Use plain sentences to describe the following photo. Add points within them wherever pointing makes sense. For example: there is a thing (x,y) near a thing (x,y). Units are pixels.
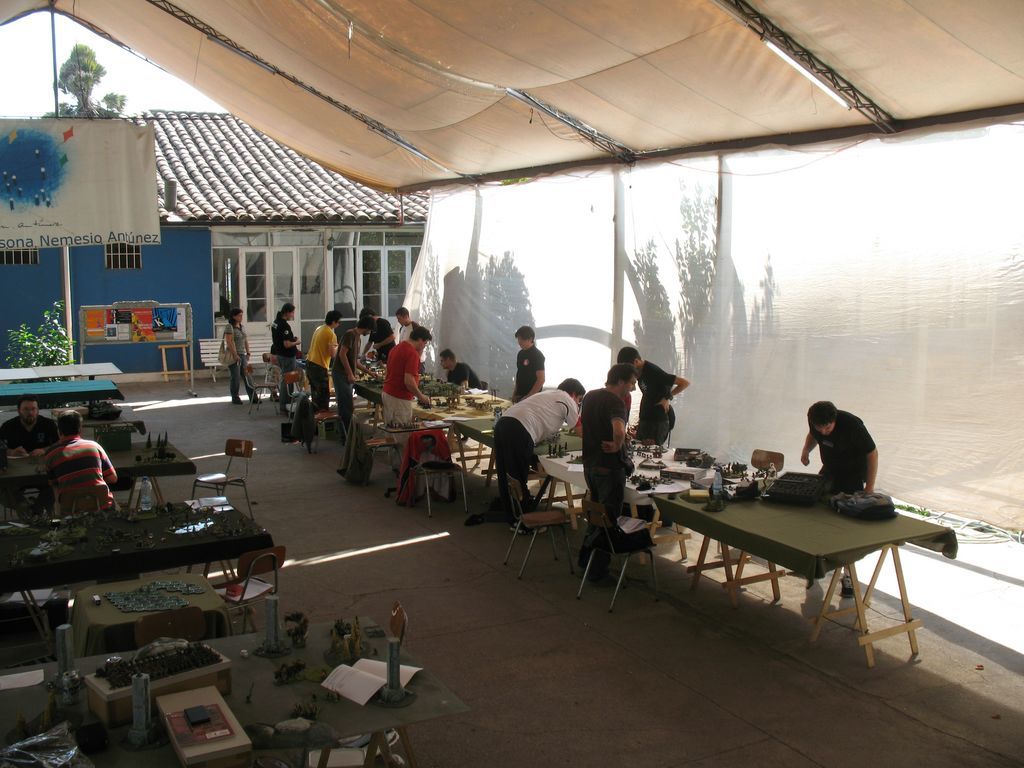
In this picture there are few people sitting on the chair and few people (520,467) standing. There are few objects (801,489) on the table (741,574). There is a woman (245,331) wearing a bag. There is a house (177,260). There is a bench (254,357) and a plant (49,345). There is a tree (69,81) at the background (75,65) There is a tent (669,158).
